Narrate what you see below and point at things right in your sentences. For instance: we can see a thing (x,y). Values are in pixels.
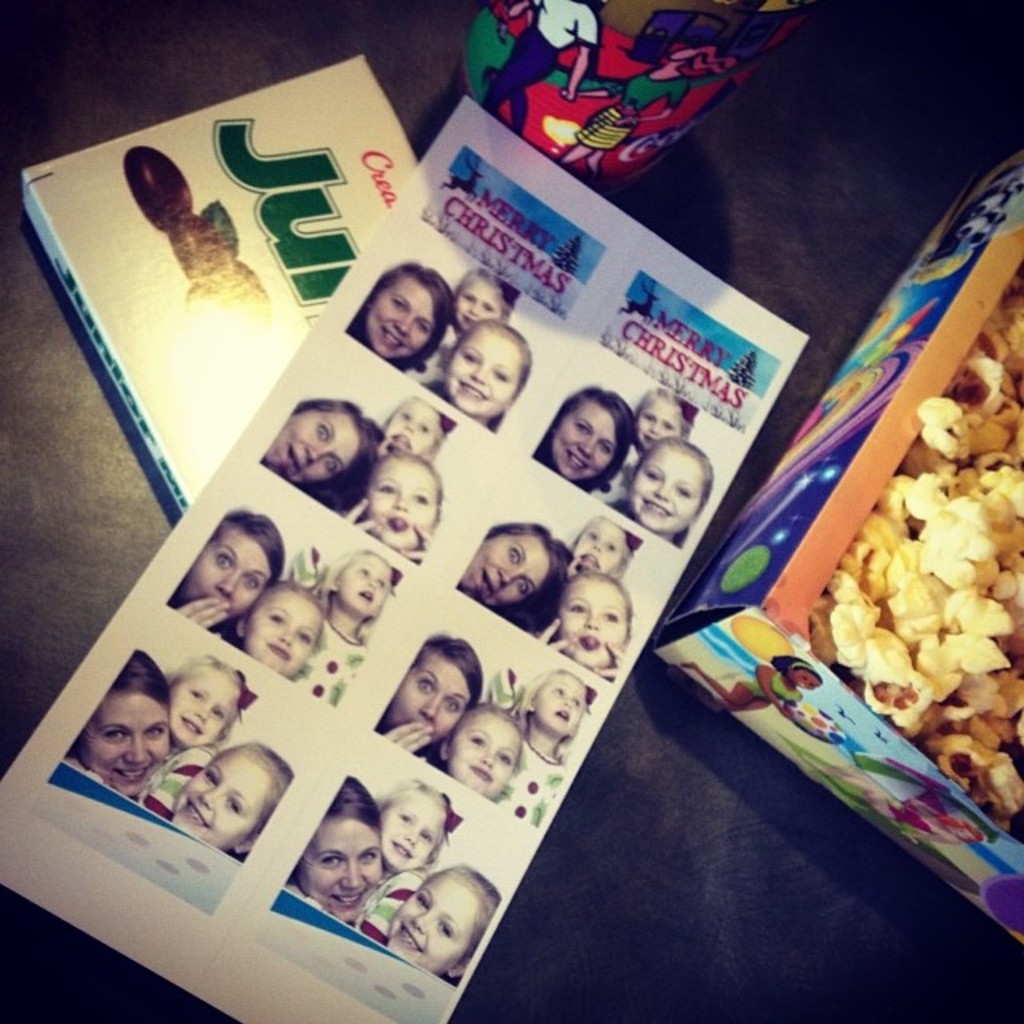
In this image we can see photo strips (110,794), a candy box (127,396), a box (918,412) with popcorn (881,703) and the cup (712,41) are placed on the black color surface (671,716).
